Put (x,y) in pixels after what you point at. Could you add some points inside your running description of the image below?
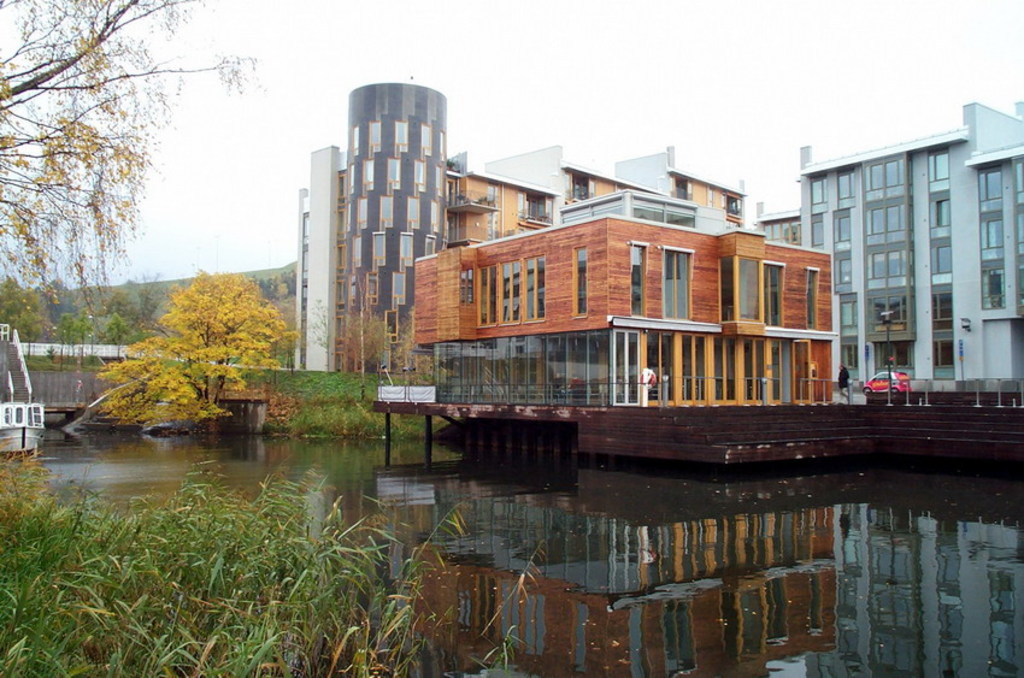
In this image we can see buildings (650,334), person (840,377), vehicle (882,391), road (928,391), poles (887,339), trees (264,364), water (356,460), boat (26,428), bridge (40,387), hill (63,299) and sky (308,27).
